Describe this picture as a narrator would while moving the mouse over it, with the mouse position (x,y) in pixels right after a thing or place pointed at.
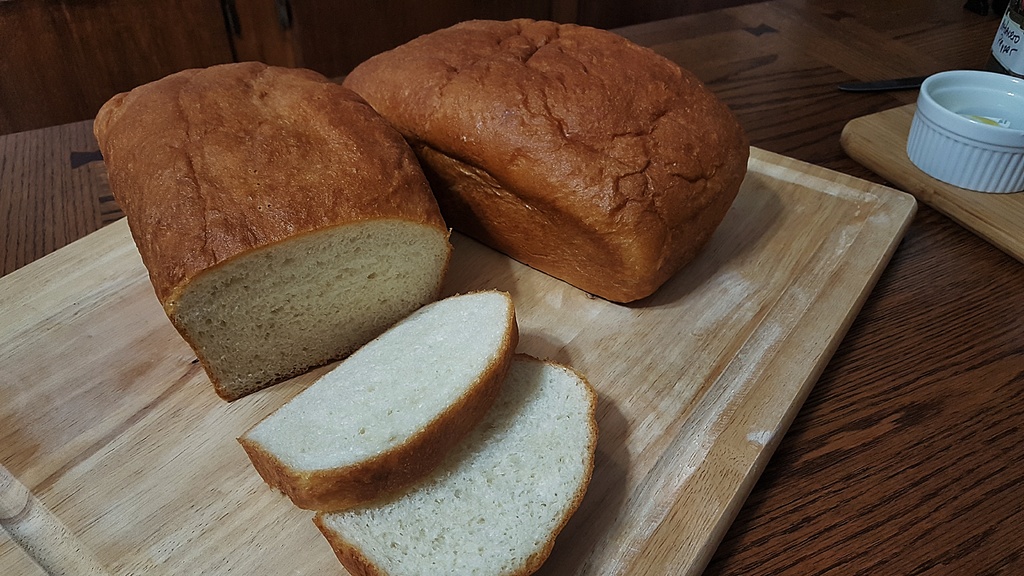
In the foreground of the picture (383,176) there are bread slices (517,487) and bread (325,152). In this picture there is a table (796,113), on the table (777,61) there are wooden trays (790,261), bowl (954,88), knife (886,86) and a bottle (1001,48).
